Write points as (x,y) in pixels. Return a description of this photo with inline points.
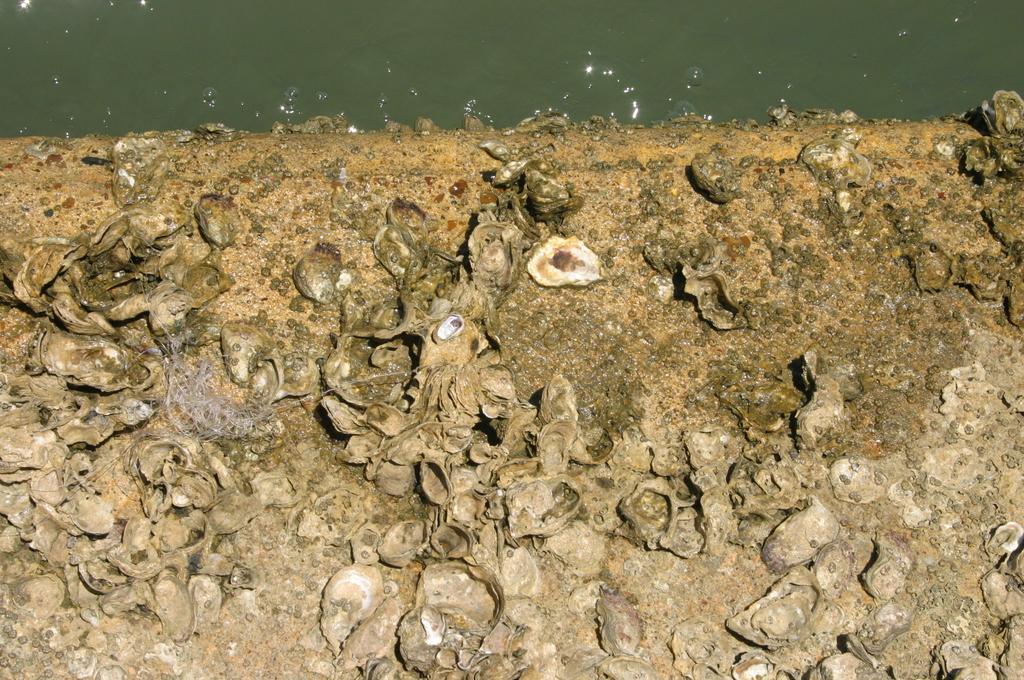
This image consists of shells (365,594) on the ground (272,519). At the top (436,75), we can see water (593,64).
